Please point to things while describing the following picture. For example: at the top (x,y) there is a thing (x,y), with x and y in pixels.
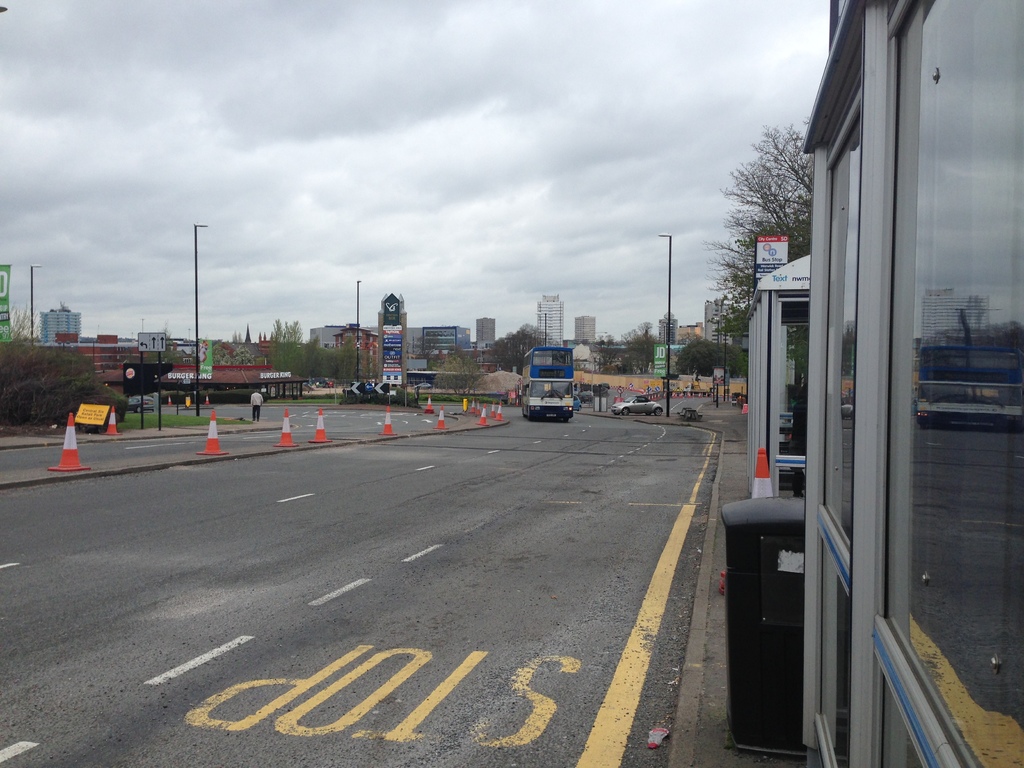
In the picture we can see a road (597,651), on it we can see the bus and beside it, we can see a car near the pole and beside it, we can see a part of the tree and the building wall (894,355) with glasses (838,614) and opposite side, we can see some trees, poles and in the background (605,370) we can see some houses (367,348), trees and the sky (380,281) with clouds (168,328).
